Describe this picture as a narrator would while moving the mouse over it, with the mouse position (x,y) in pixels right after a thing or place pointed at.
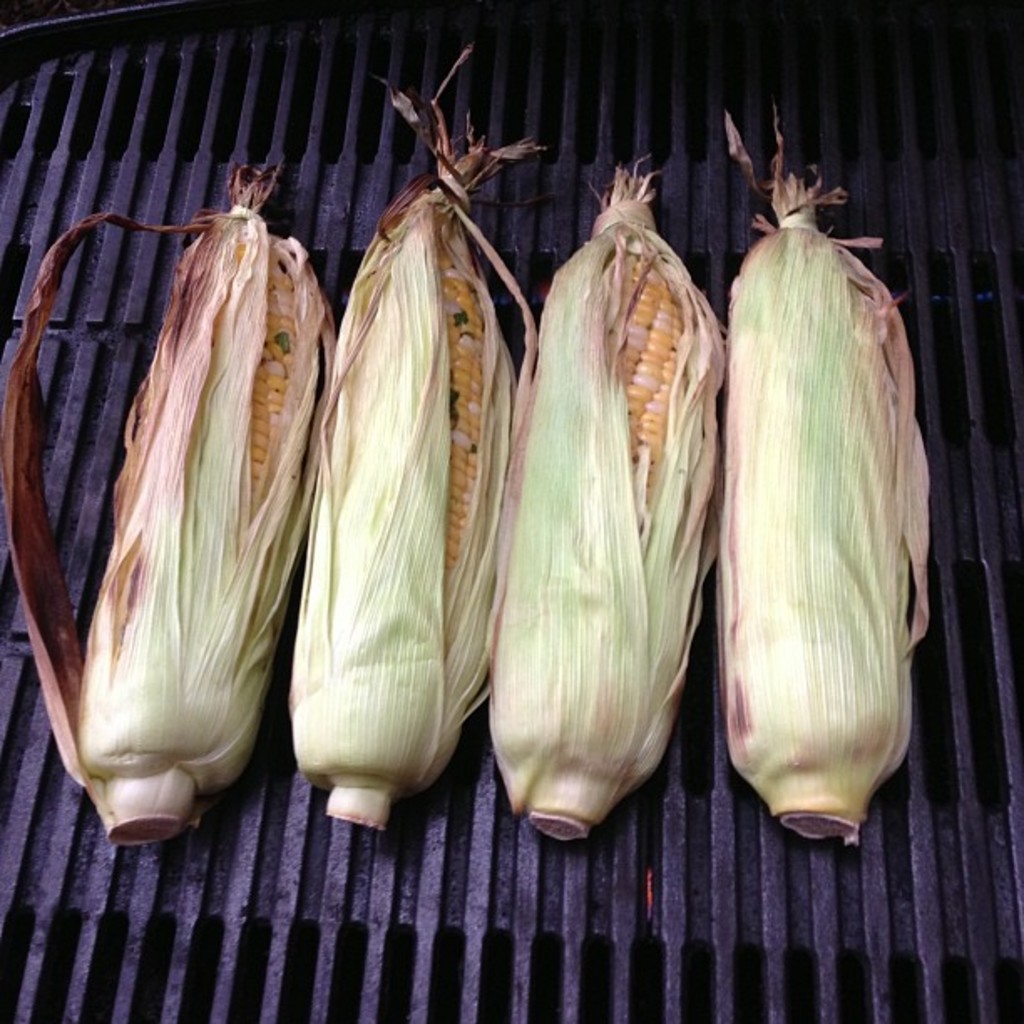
In this image, we can see four corns (661,527) with peel (592,513) is placed on the barbecue (39,912).
